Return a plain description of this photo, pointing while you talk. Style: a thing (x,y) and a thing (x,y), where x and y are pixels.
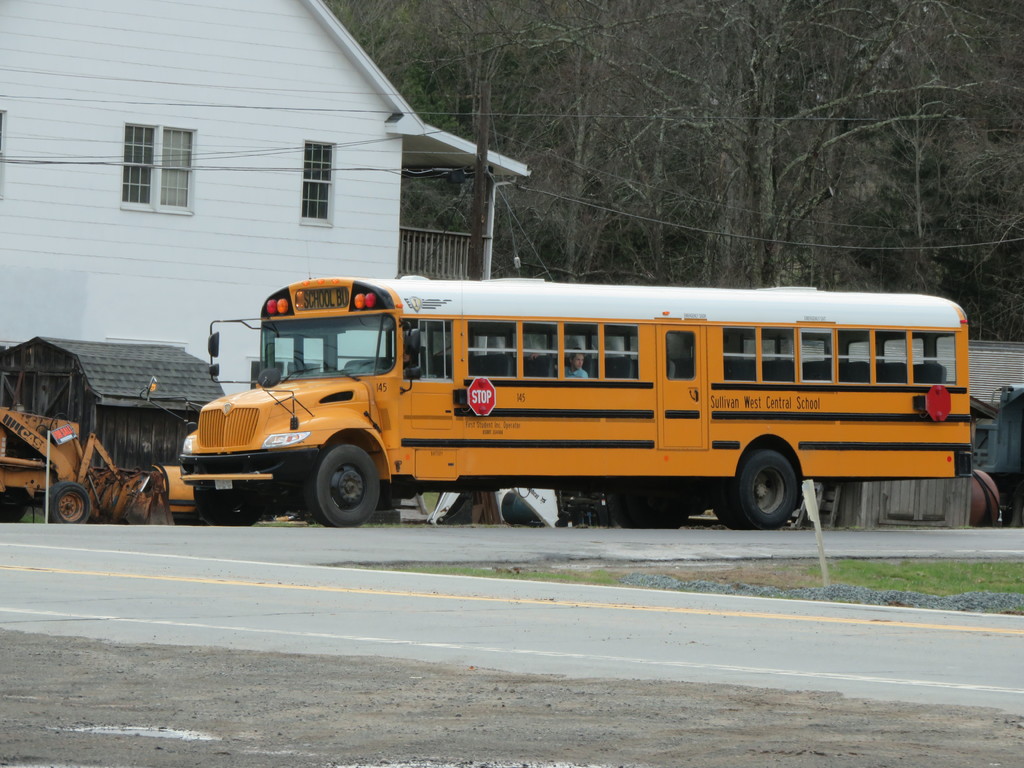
In this image we can see a bus (453,453) on the road (831,658). In the background (758,230), we can see a building (256,204), trees (776,216), vehicle (58,502) and so many things (584,495). We can see a metal object (1001,428) on the right side of the image (1012,409).
